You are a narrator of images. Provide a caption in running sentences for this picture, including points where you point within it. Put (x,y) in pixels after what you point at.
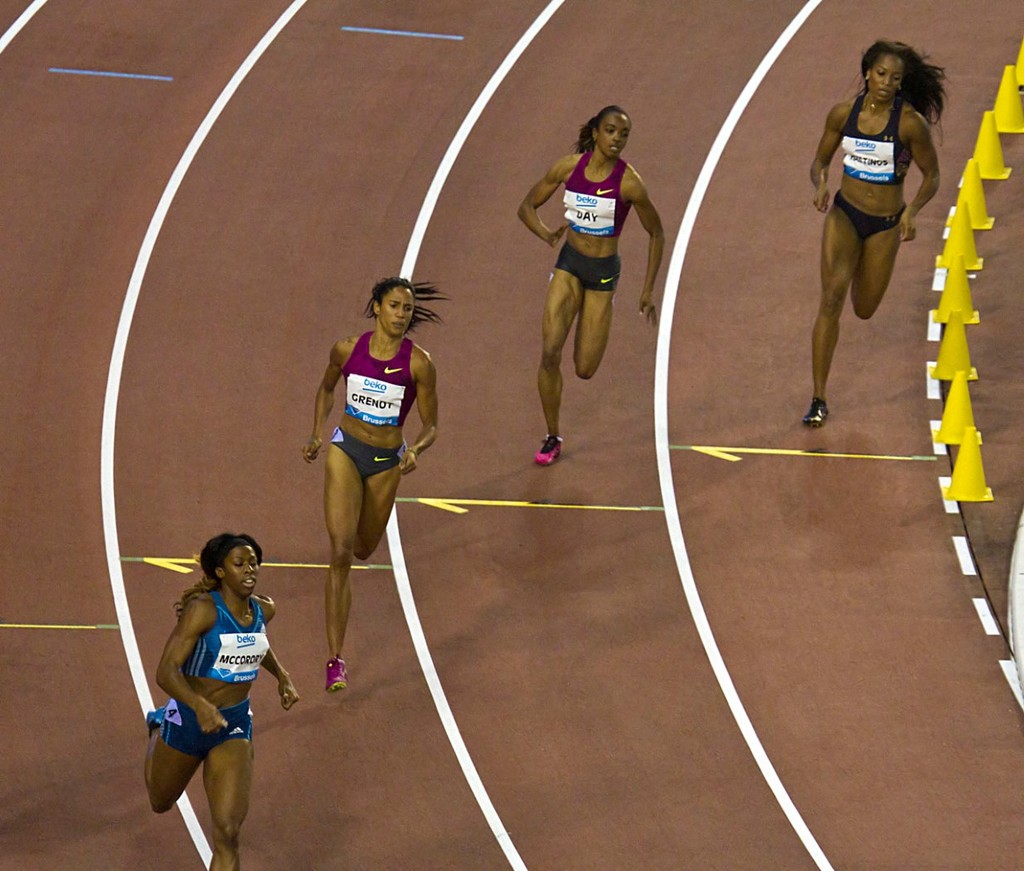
In this picture there are women (932,90) running on a running track (837,504).
